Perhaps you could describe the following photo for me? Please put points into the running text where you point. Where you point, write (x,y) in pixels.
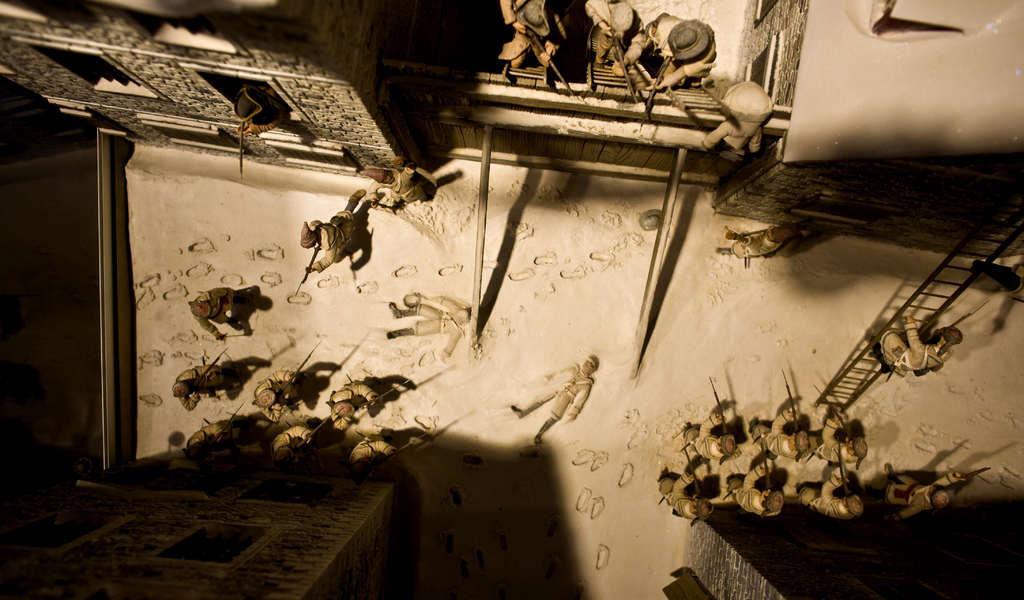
In the image we can see there are people (712,425) wearing clothes (293,445), boots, helmet (351,409) and they are holding a rifle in their hand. Here we can see the sand (643,403) and a ladder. Here we can see buildings (133,61) and these are the windows (116,82) of the building (101,71).
